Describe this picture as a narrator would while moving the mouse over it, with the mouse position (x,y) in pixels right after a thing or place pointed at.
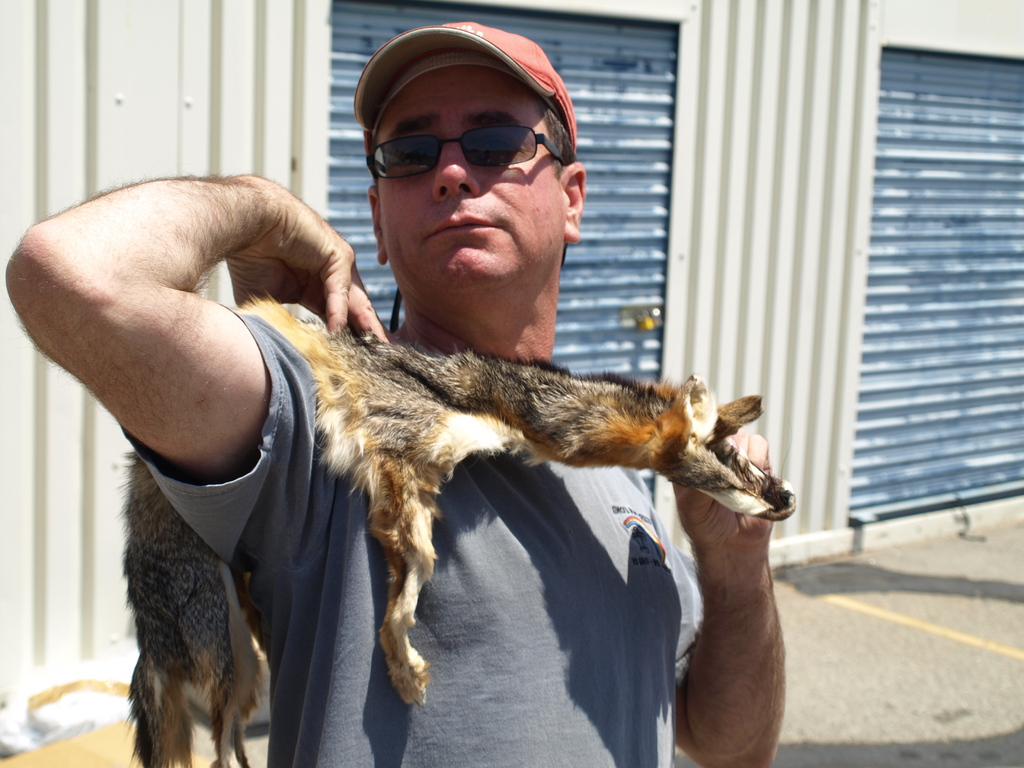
In this image I can see a person (530,580) wearing grey colored t shirt (542,631), red colored hat (547,65) and spectacles (469,162) is standing and holding an animal (420,454) which is black, brown and cream in color on his hand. In the background (839,560) I can see the ground (893,595), the white colored wall (867,230) and two blue colored rolling shutters (606,210).
